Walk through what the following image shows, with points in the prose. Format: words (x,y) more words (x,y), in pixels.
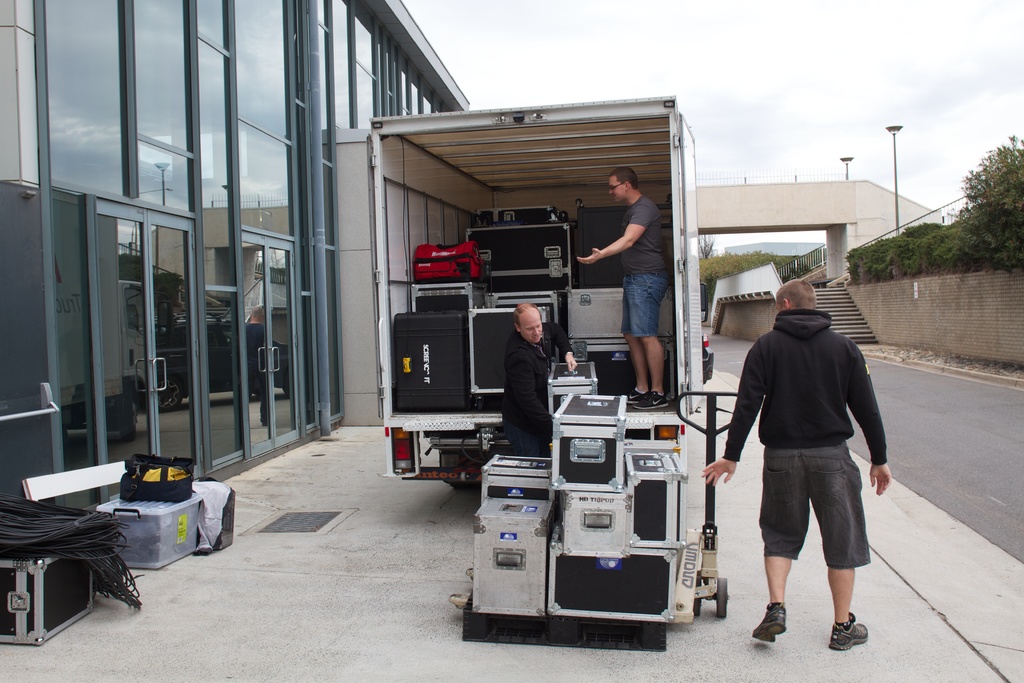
In this picture there is a van (408,203) in the center of the image (479,272), in which there are boxes (485,261) and there are other boxes (487,470) on the floor (379,439) and there are people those who are standing in the center of the image (656,298), there are trees (847,267), stairs (852,307), and poles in the background area of the image (838,293), there is a bridge (842,224) in the background area of the image (844,204) and there is a building (246,338) on the left side of the image (197,314).
